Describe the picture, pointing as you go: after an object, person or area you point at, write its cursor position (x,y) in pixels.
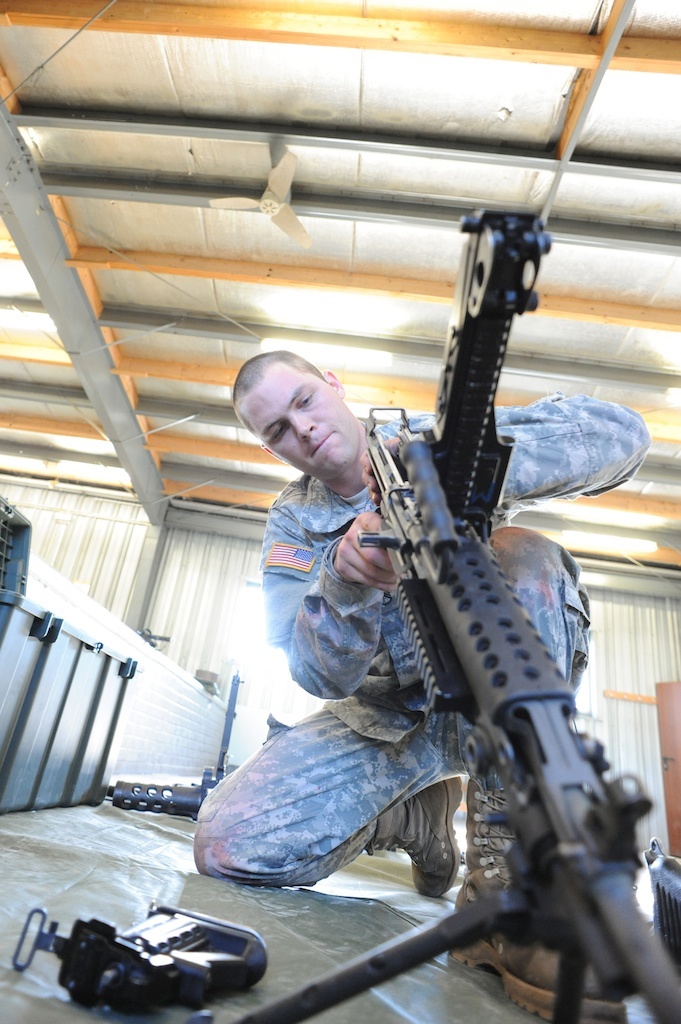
In this image I can see the person (277,641) wearing the military dress (308,834) and holding the weapon (516,743). To the side I can see few more weapons (142,992) on the floor (76,874). I can see the person (343,621) is inside the shed (7,442).
